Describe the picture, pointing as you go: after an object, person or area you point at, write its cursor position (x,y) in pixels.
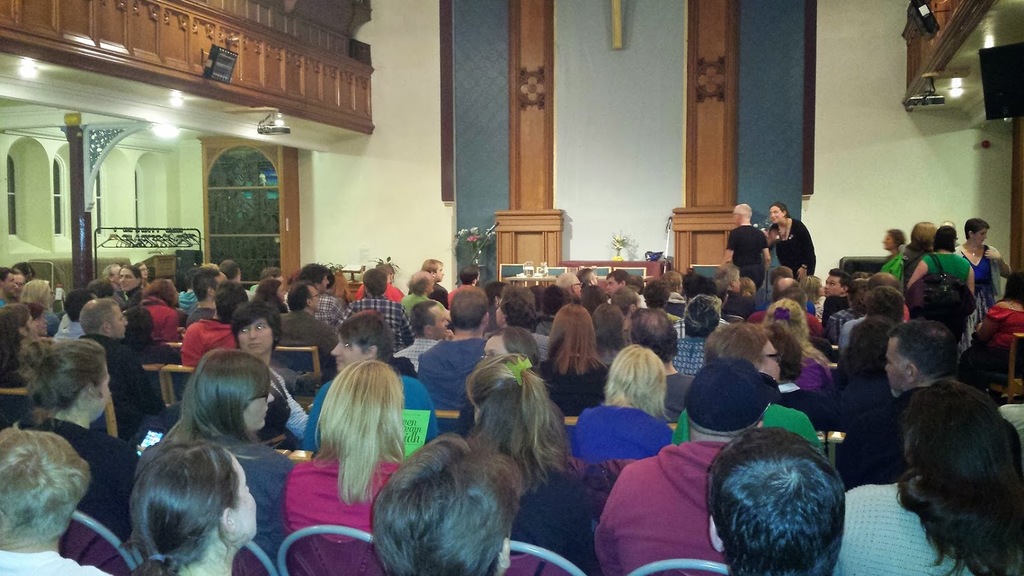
This picture describes group of people (446,350), few are seated and few are standing, in front of them we can see few microphones (669,222), speaker (1004,96), lights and flower vases (471,245).
